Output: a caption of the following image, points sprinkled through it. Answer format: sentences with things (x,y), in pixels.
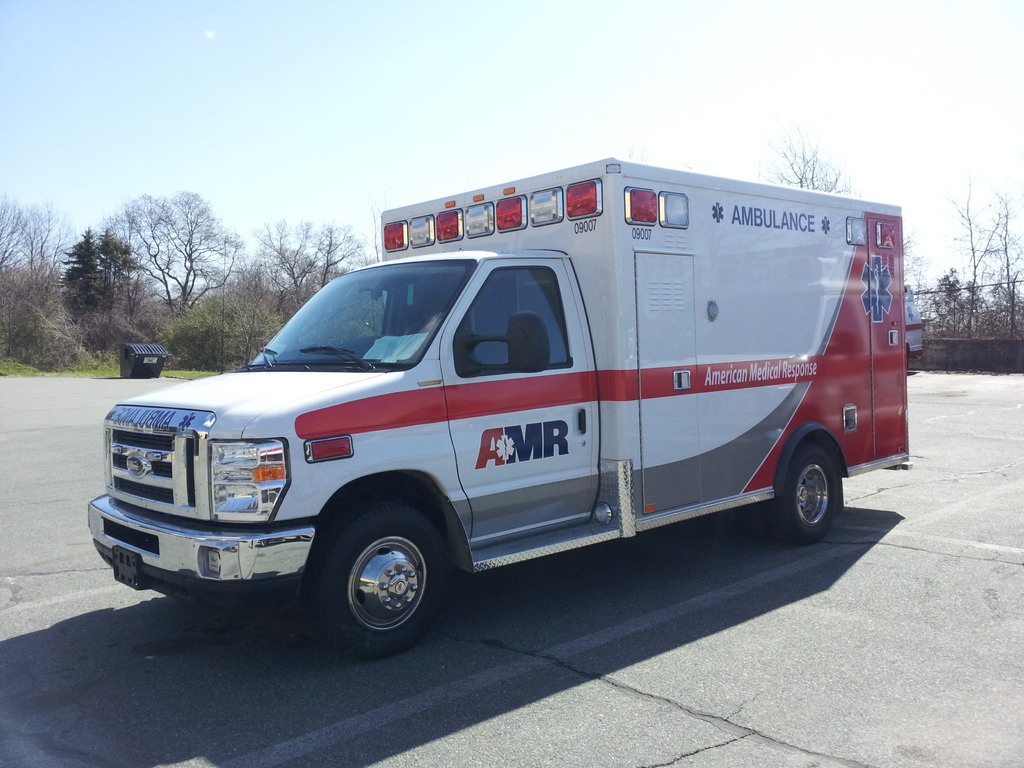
In the foreground of this image (546,394), there is an ambulance (568,375) on the ground (625,637). In the background (169,372), there is a dustbin (135,367), grass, trees (249,284), the sky (473,139) and the fencing (963,322).
